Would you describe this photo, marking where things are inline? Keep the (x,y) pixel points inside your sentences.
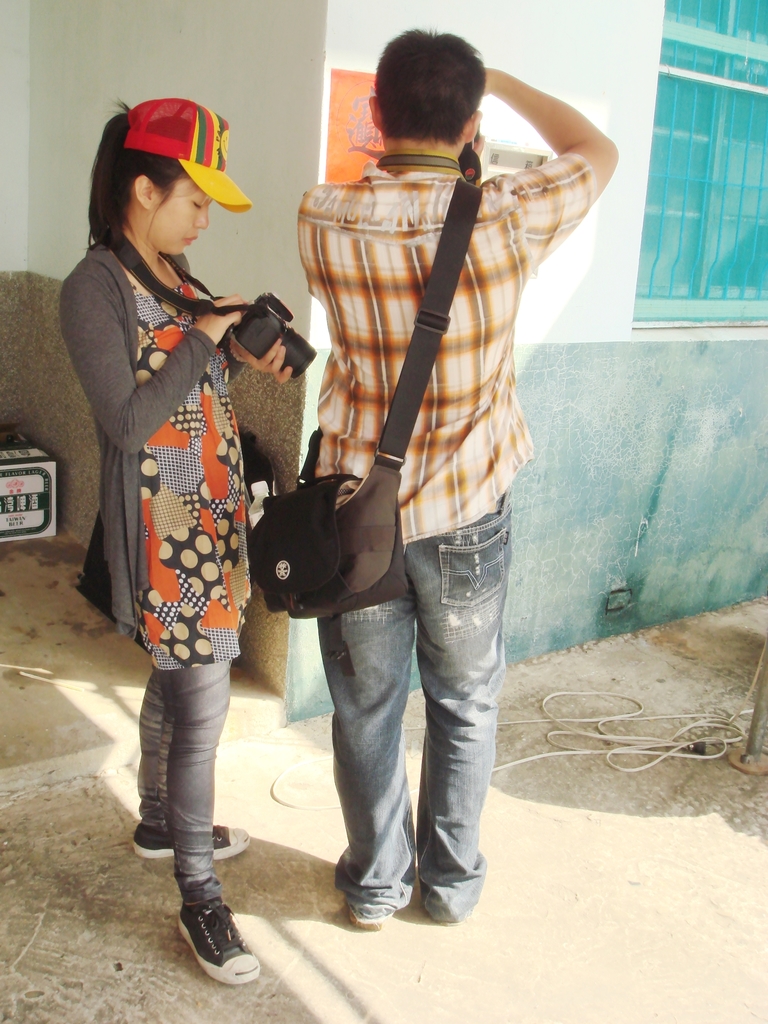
Here I can see a woman (168,324) and a man (417,589) standing on the ground (455,981). The woman (211,523) is holding a camera (273,327) in the hands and looking at the camera (287,323). The man (407,289) is wearing a bag (348,519) and facing to the backside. In the background (334,36) there is a wall (502,123). On the right side (719,163), I can see a window (722,121). On the ground (585,705), I can see a rope (680,754).
